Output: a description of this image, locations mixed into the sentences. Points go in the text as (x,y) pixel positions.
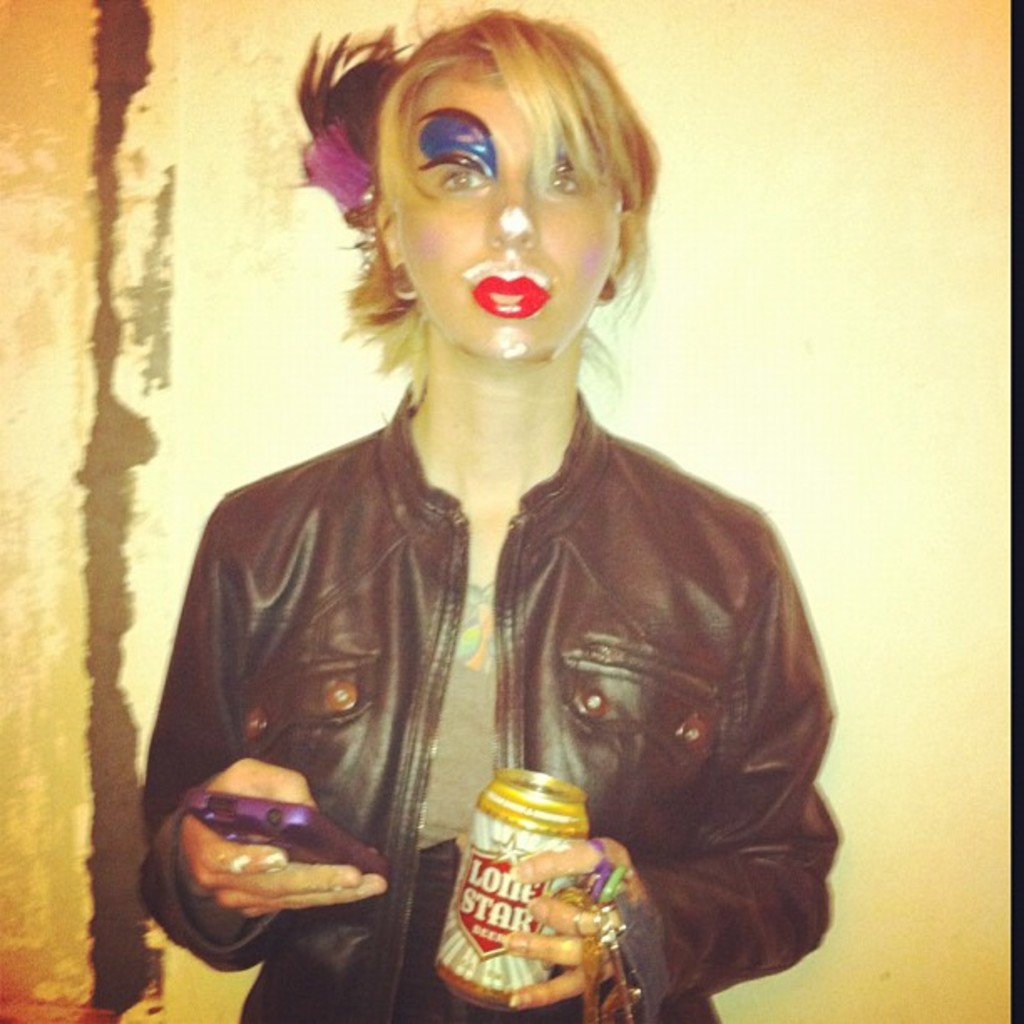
In the picture we can see a woman (645,973) standing and holding a mobile phone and in another hand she is holding a can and she is in a black jacket (658,966) and with a costume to her face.
